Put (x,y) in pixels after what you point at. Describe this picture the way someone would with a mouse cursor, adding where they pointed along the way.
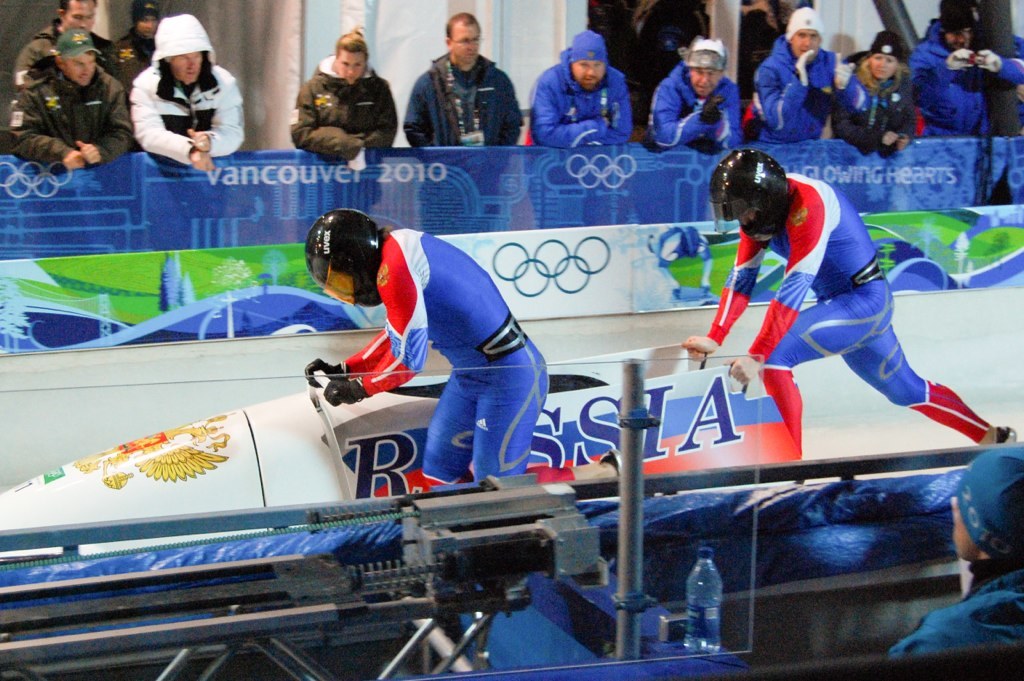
In the picture we can see a bobsleigh (403,400) on the white color path (829,379) and two people (429,316) are pushing it and they are wearing a tight dress (396,382) and black helmets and beside it, we can see a wall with advertisements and behind it we can see some people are standing and watching them.
